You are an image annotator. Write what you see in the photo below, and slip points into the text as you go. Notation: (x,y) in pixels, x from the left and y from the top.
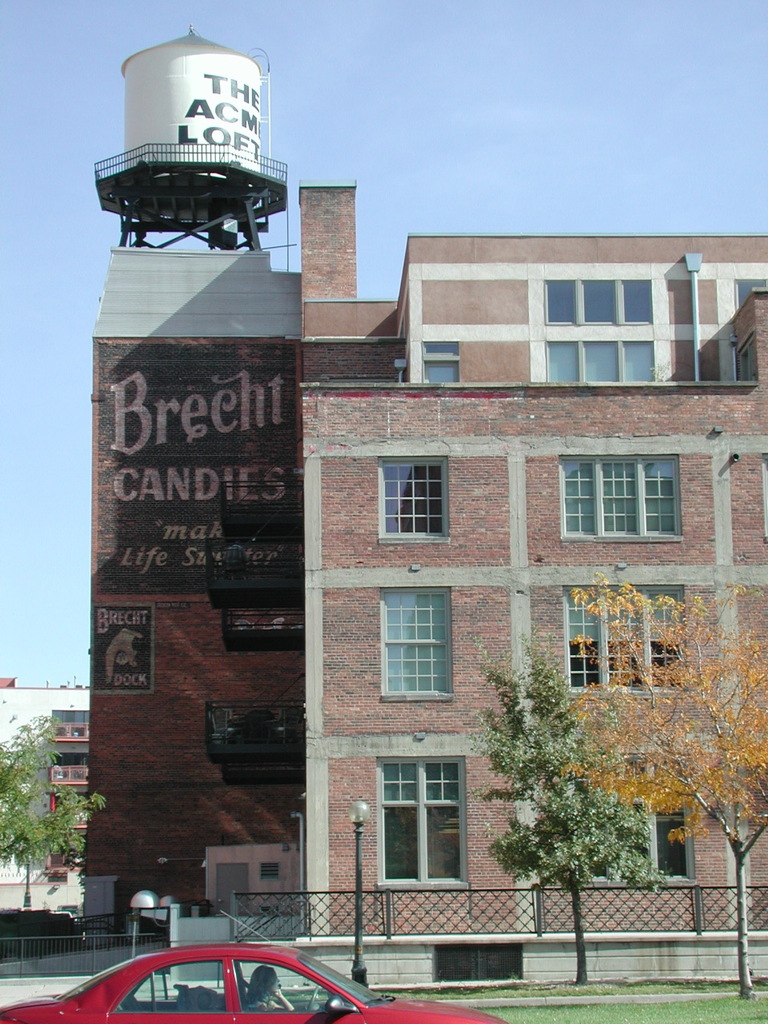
In this image we can see buildings (326,389), overhead tank (260,81), pipelines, windows (591,687), street poles (355,965), street lights (355,872), iron grill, ground (560,992), motor vehicle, trees (626,799) and sky (44,507).
